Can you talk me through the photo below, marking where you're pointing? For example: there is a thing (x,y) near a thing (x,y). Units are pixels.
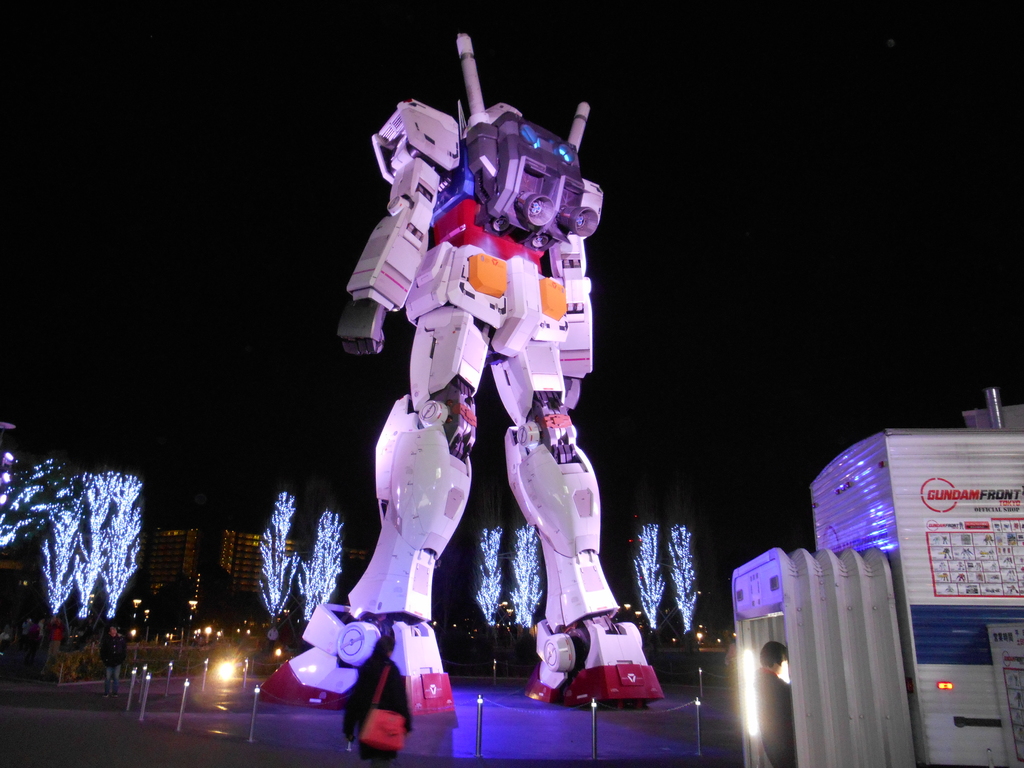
In this picture we can see a robot (427,685). We can see a vehicle (971,696) and a person (107,653) on the road (76,752). We can see another person (772,680) and an object (760,641) on the right side (785,679). There are some lights (74,534) and few buildings (257,566) in the background (242,557). We can see few poles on the path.
